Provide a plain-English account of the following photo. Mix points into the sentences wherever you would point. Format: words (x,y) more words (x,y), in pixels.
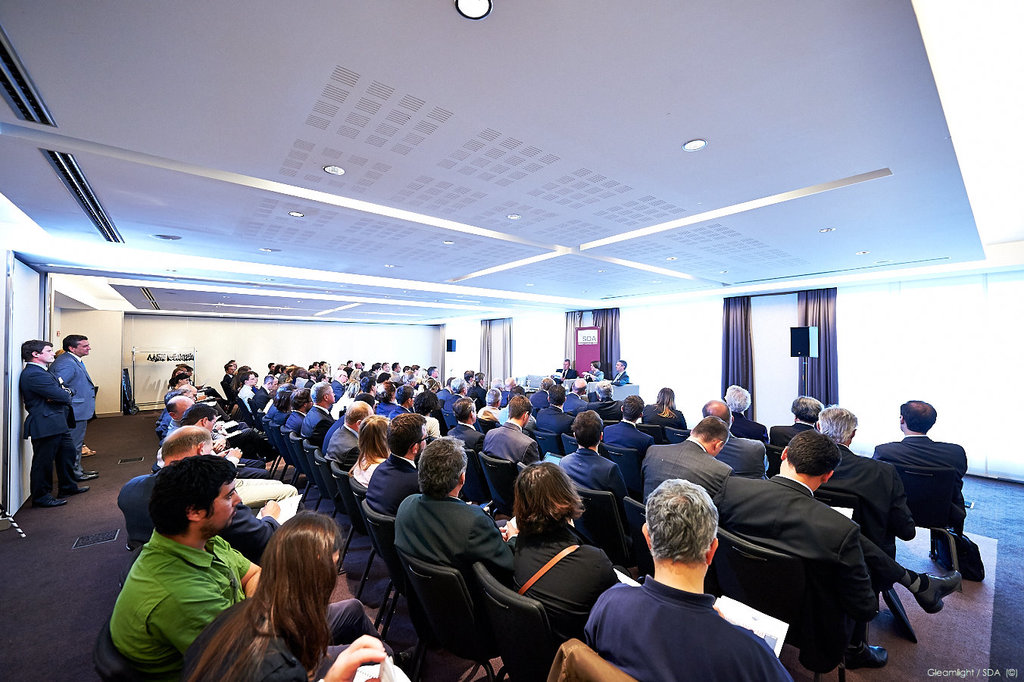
In this image we can see a few people (493,394), some of them are sitting on the chairs (787,575), some people (414,515) are holding papers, there are lights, curtains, a table (589,381), also we can see the walls (49,277).
